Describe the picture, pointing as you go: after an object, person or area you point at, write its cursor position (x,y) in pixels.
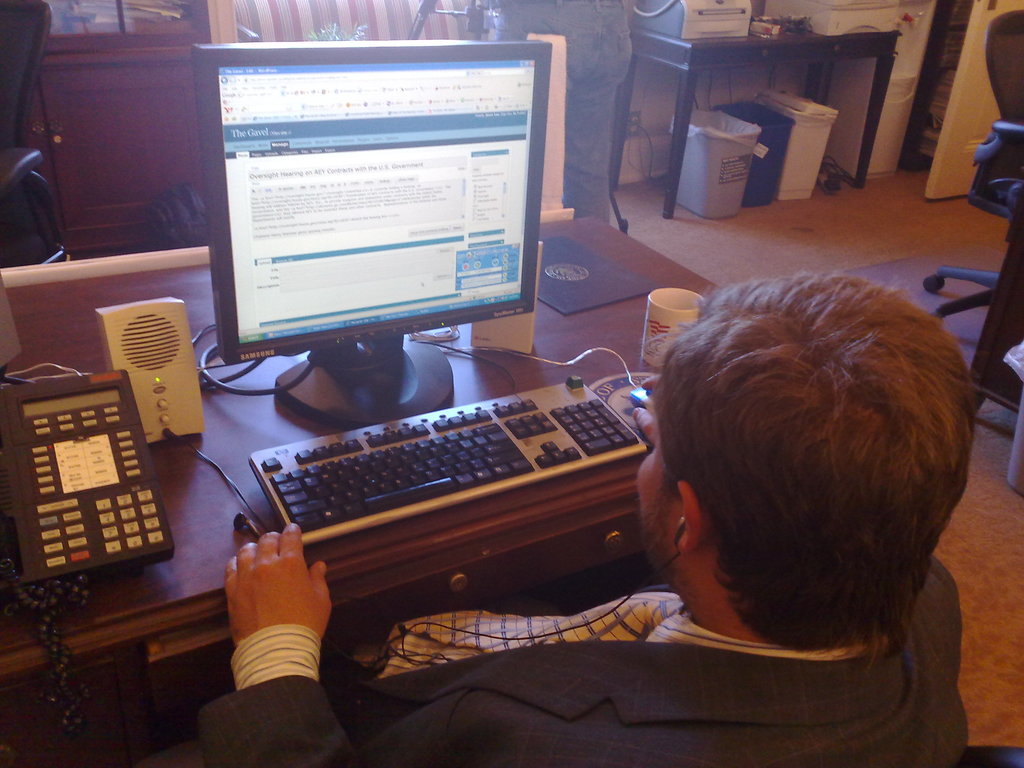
In this picture we can see a man (731,507) who is sitting on the chair (1007,759). This is the table (149,600). On the table (385,564) there is a monitor (380,105), keyboard (609,412), mouse (636,400), cup (673,302), and some electronic devices (138,410). This is the floor (779,216) and these are the bins (786,145). Here we can see a cupboard (123,110).
